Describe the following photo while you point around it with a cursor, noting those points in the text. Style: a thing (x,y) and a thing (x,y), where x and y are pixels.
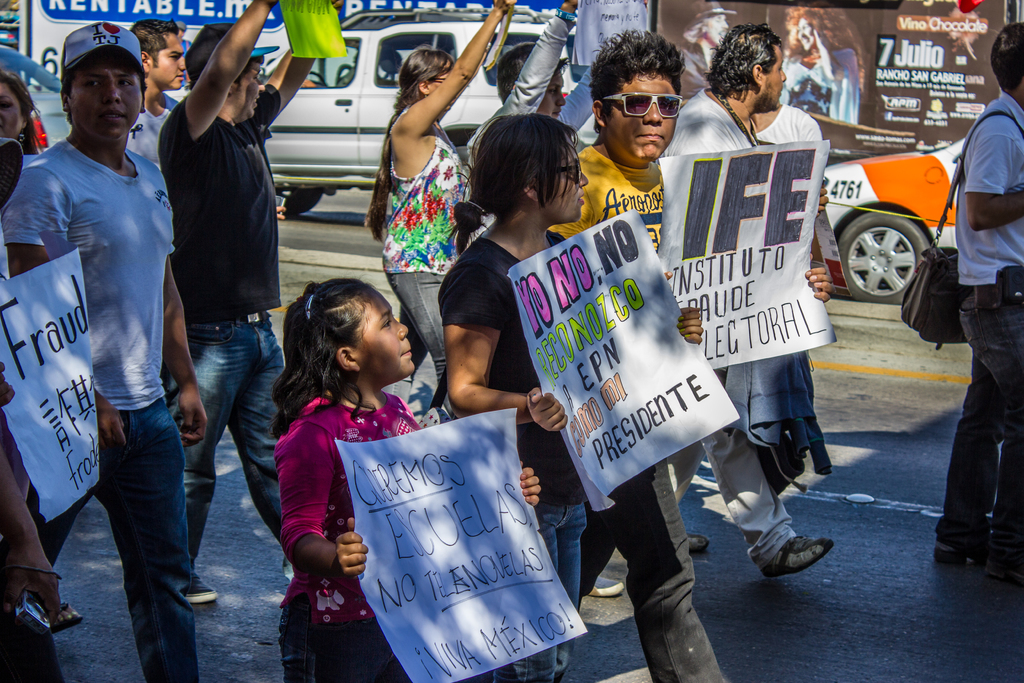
In the picture we can see some people (723,446) and children (308,597) are walking holding some boards (56,503) with some information on it and in the background (812,74), we can see a road (776,601) on it we can see some vehicles (842,247) and beside it we can see some banners (839,55).
